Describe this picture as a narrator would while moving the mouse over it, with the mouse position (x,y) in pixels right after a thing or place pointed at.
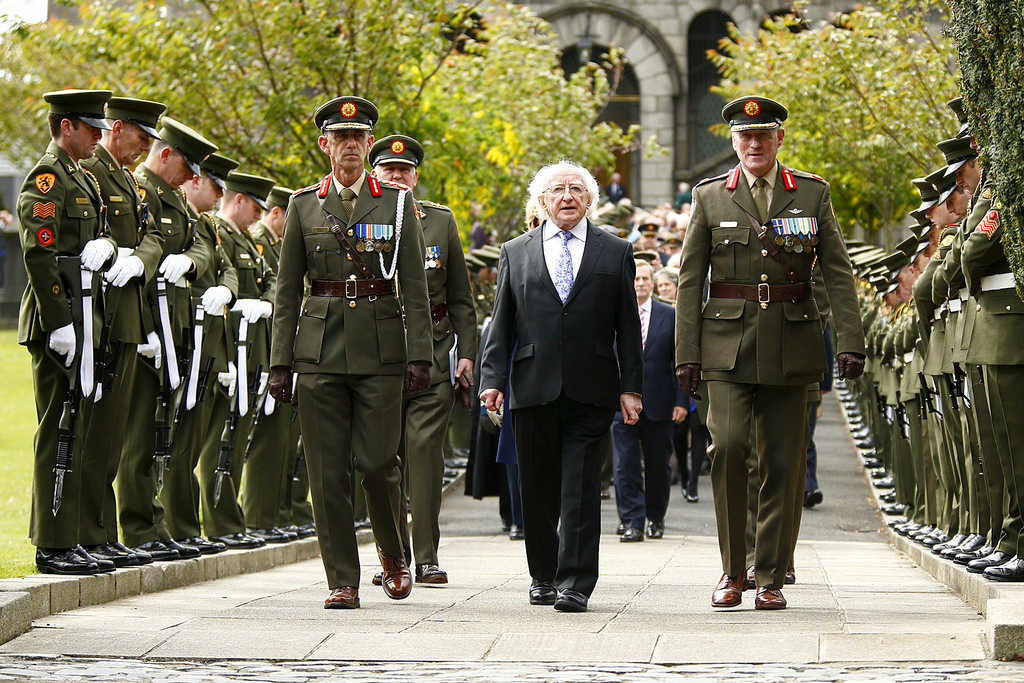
In this image we can see a group of people (847,295) standing on the ground (714,545), some people (151,237) are wearing caps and holding guns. In the background (249,151), we can see a group of trees (866,62), building (616,32) with a door (605,188) and the sky (23,11).
